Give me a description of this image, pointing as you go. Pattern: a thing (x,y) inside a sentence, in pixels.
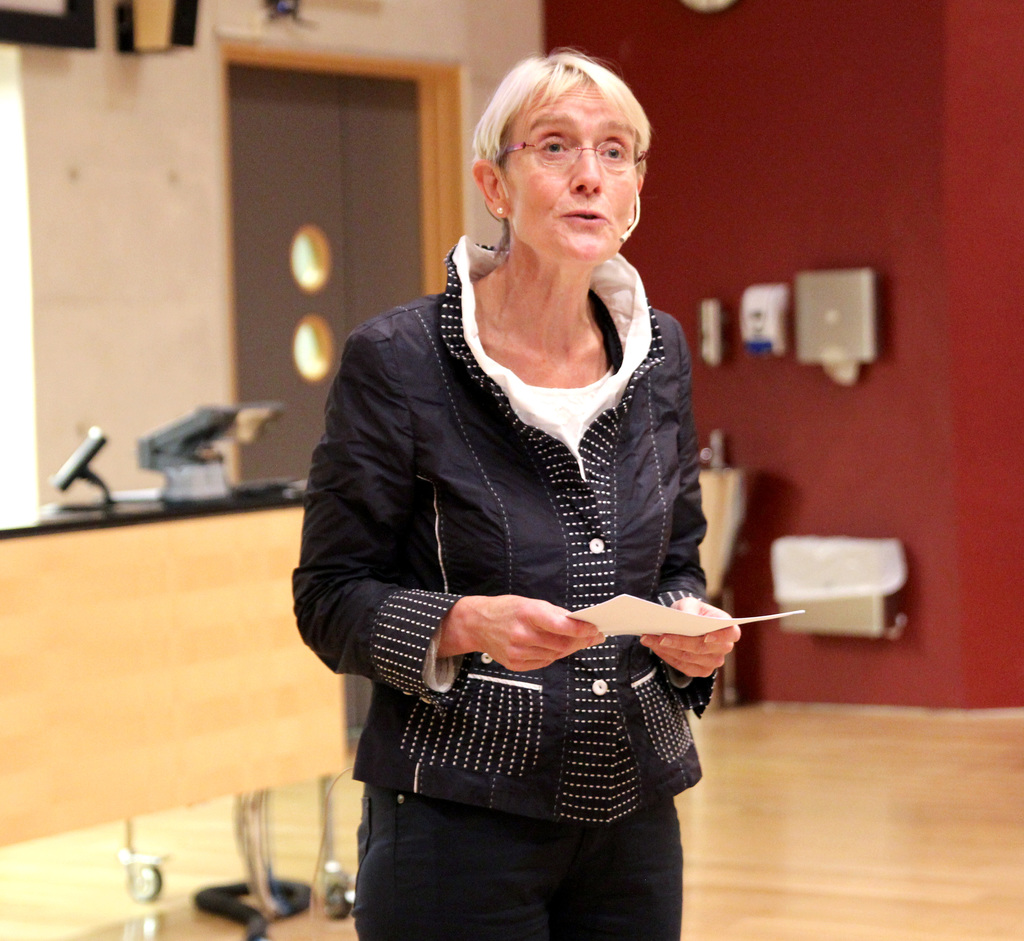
In this picture there is a woman (542,723) who is holding the papers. Beside her I can see some objects (193,465) on the table (200,582). On the right (839,334) I can see the white object (791,550) and tissue paper holder (856,322) on the wall (893,396). In the background (356,322) I can see the door (405,288). In the top right (686,1) it might be the wall clock (702,11).
